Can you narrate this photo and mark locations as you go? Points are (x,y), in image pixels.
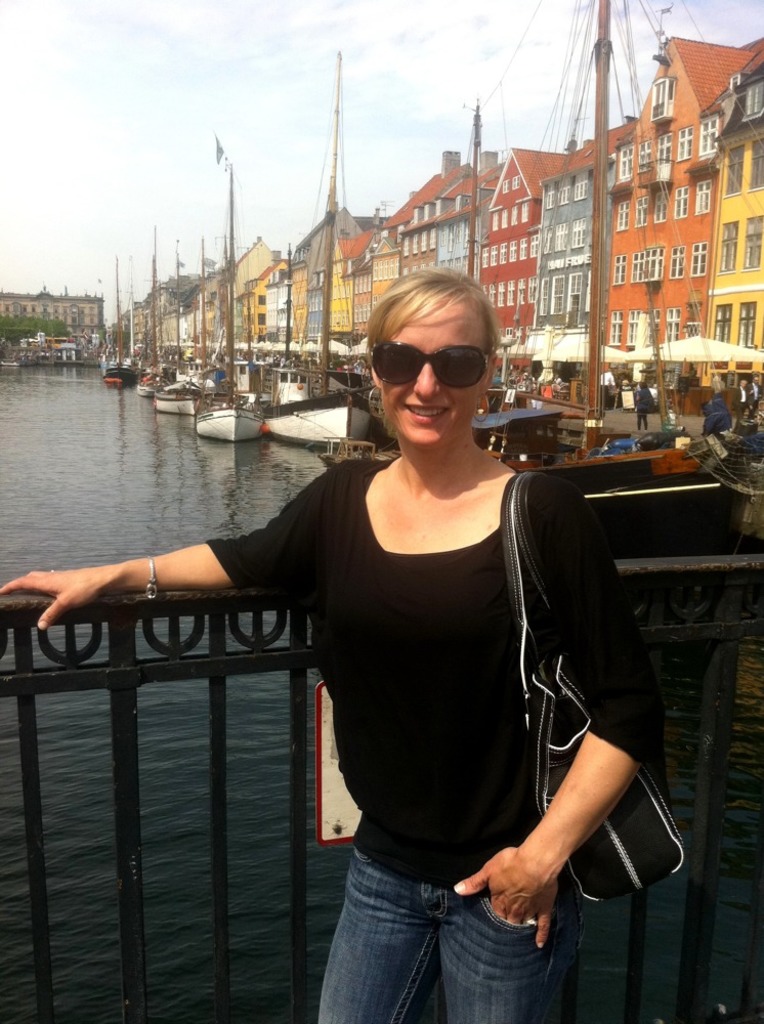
In this picture I can see a woman (452,448) standing and smiling, there are iron grilles (725,749), there are boats (175,389) on the water (160,417), there are buildings (511,292), umbrellas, and in the background (274,118) there is the sky (293,104).
